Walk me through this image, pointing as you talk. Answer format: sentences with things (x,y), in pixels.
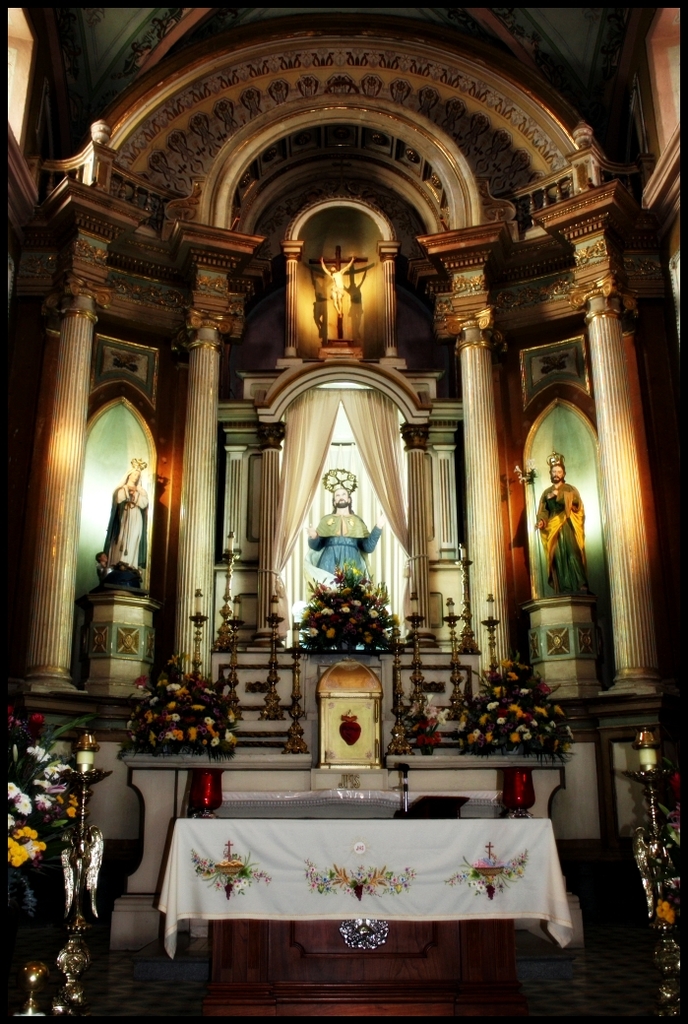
This image is clicked inside church (303,32), there are flower vases (191,727) on the table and in front of the statue (344,542) and behind there is window (390,528) with curtain (307,406).
